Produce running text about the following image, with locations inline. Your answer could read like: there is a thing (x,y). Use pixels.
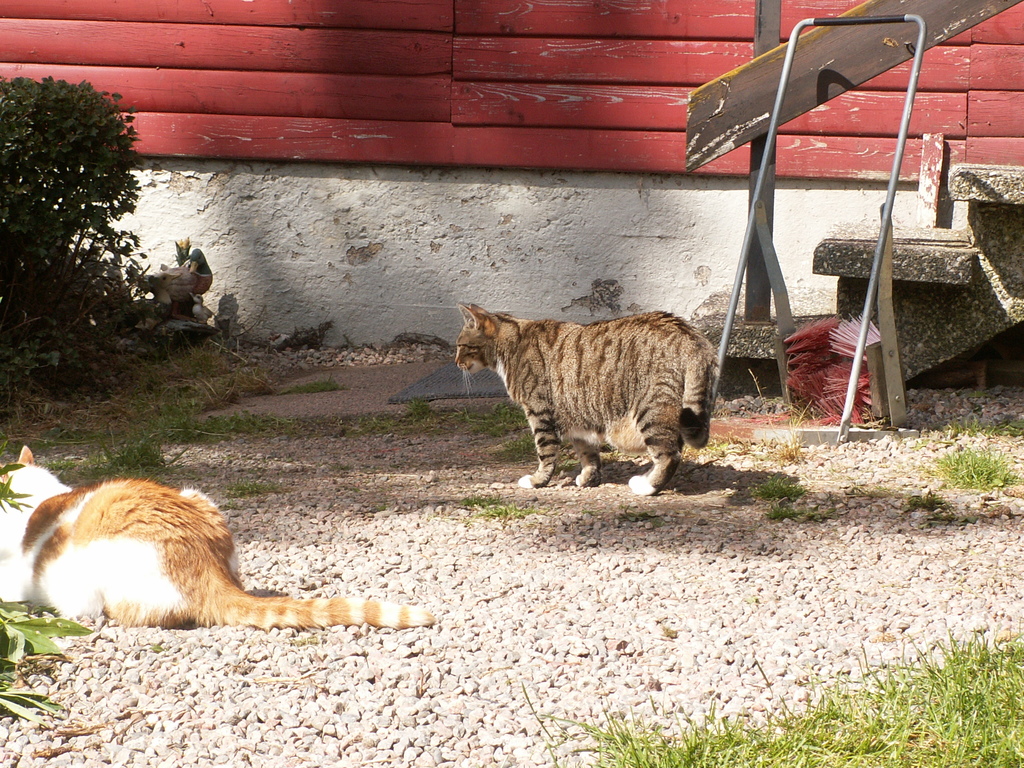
At the bottom of the image (429,676) there are stones (474,689) on the ground (550,666). And also there is a cat (137,505) lying. And there is another cat (469,363) walking. Behind that cat (585,478) there are steps (1008,173), railing (849,38) and some other things (850,323). On the left side of the image (9,347) there is a plant (59,323). In the background (441,200) there is a wall (435,164).
